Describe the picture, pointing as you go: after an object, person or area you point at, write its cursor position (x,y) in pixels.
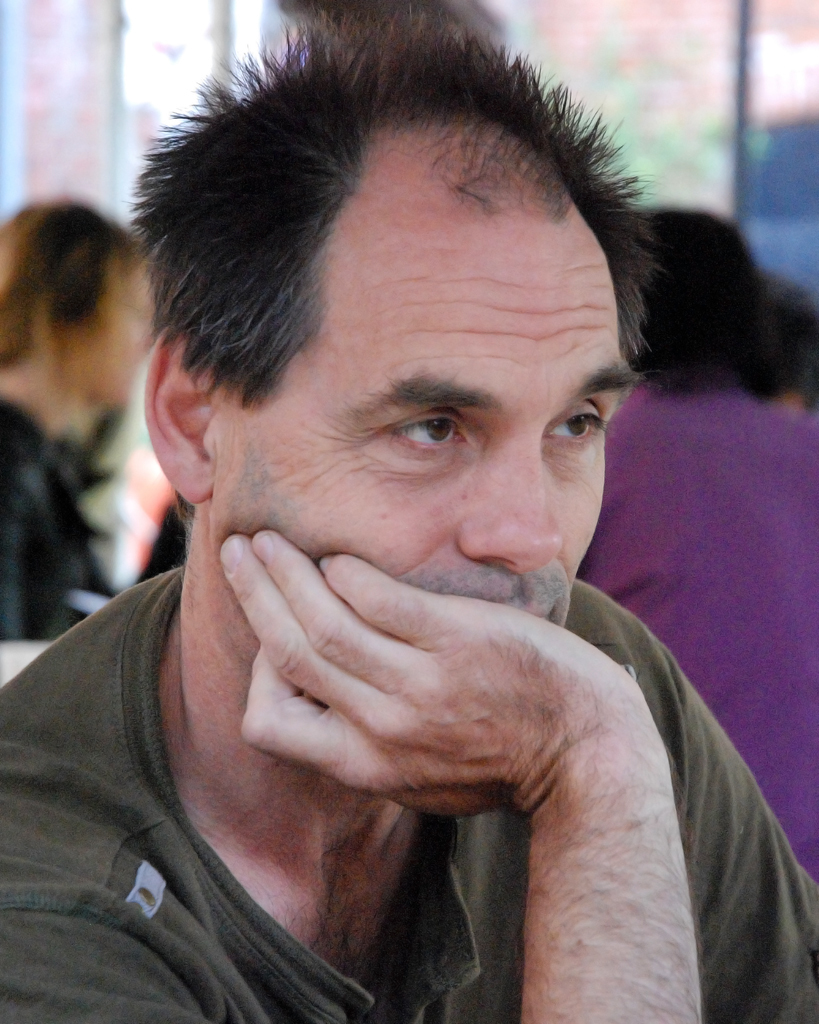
In this picture I can see a man (488,770), and in the background (54,327) there are few people (54,327).
